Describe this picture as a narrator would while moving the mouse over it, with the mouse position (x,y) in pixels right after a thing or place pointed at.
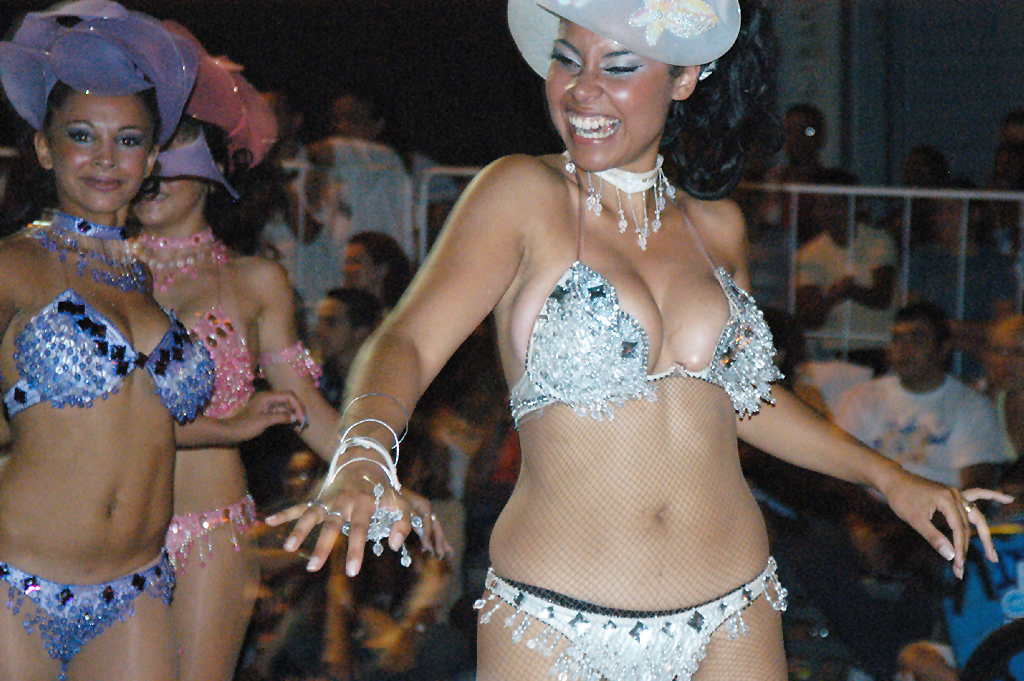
In the image there are three women (211,379) dancing, they are wearing different clothes (93,368) and behind the women (686,361), the crowd (353,337) is watching their performance.
